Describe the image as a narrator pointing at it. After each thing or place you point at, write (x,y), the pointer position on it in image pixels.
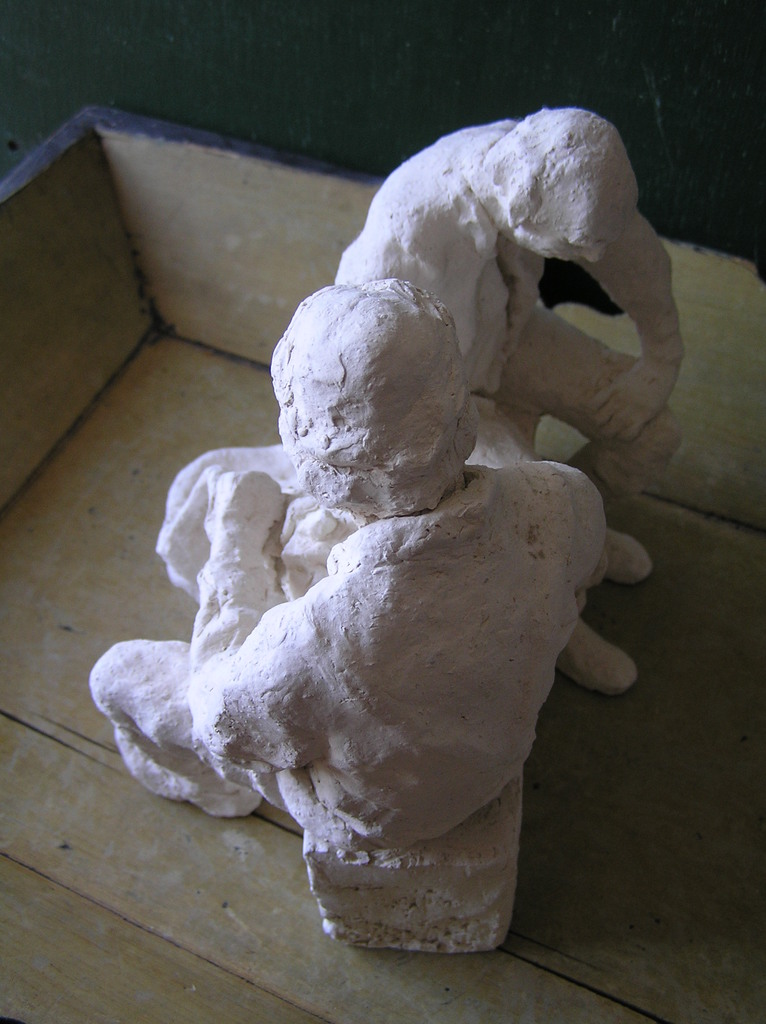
This pictures seems to be clicked inside. In the center (436,489) we can see the two sculptures (415,534) of persons (369,511) seems to be sitting on the objects (450,855) and the sculptures (407,312) are placed in the wooden box (109,555).
